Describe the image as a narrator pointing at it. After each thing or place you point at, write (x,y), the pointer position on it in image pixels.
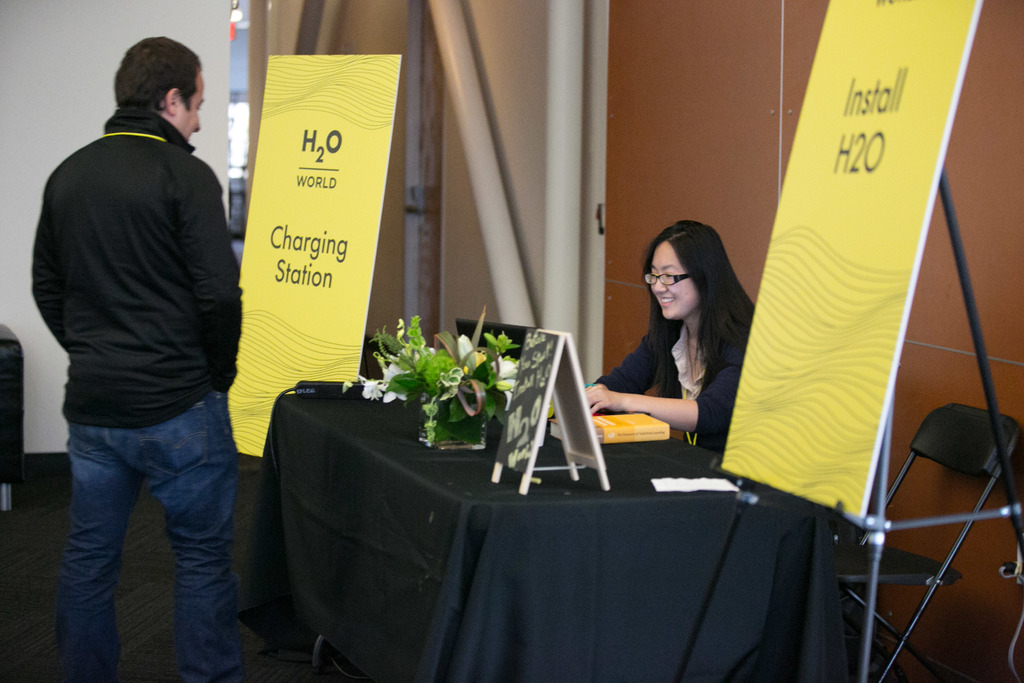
This man (148,211) is standing and wore black jacket (159,257). This woman (679,280) is sitting and holds smile. In-front of this woman (657,402) there is a table (550,470), on this table (550,470) there is a cloth (452,470), plant (465,429), book (622,431), board (570,427) and paper (696,484). We can able to see 2 banners (353,149) in yellow color and chair (954,454).
